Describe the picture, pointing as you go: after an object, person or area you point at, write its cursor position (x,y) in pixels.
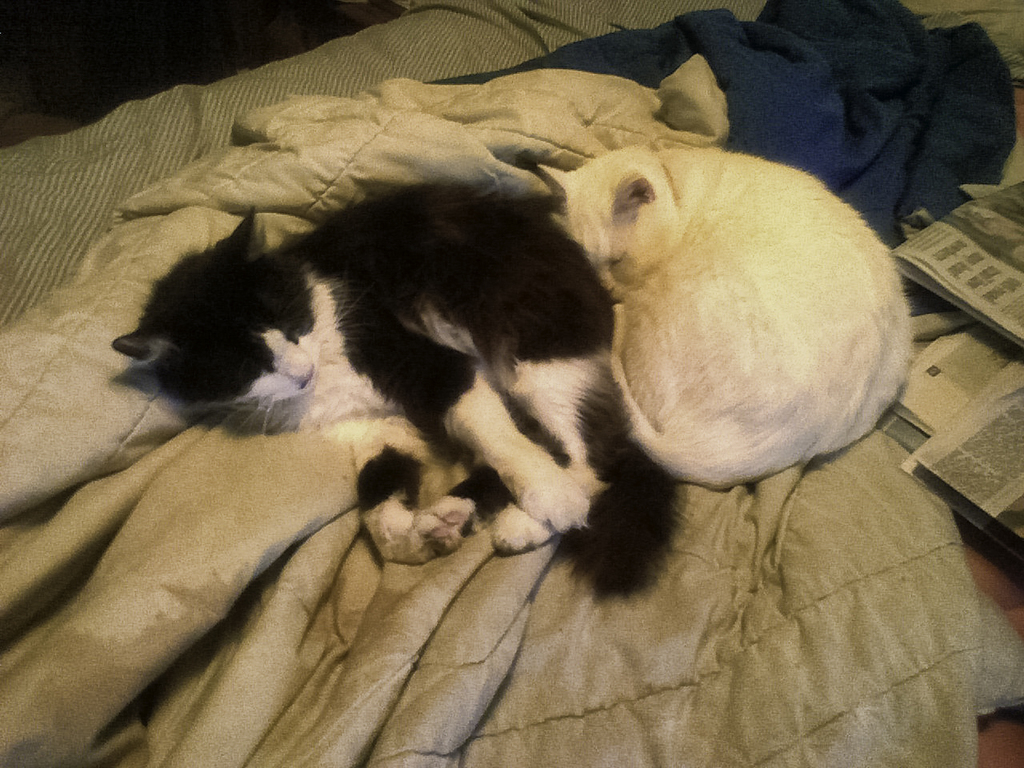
In this image we can see cats (612,271), blankets (158,212) and a bed (272,209). On the right side (974,363), we can see the newspapers (967,378).
